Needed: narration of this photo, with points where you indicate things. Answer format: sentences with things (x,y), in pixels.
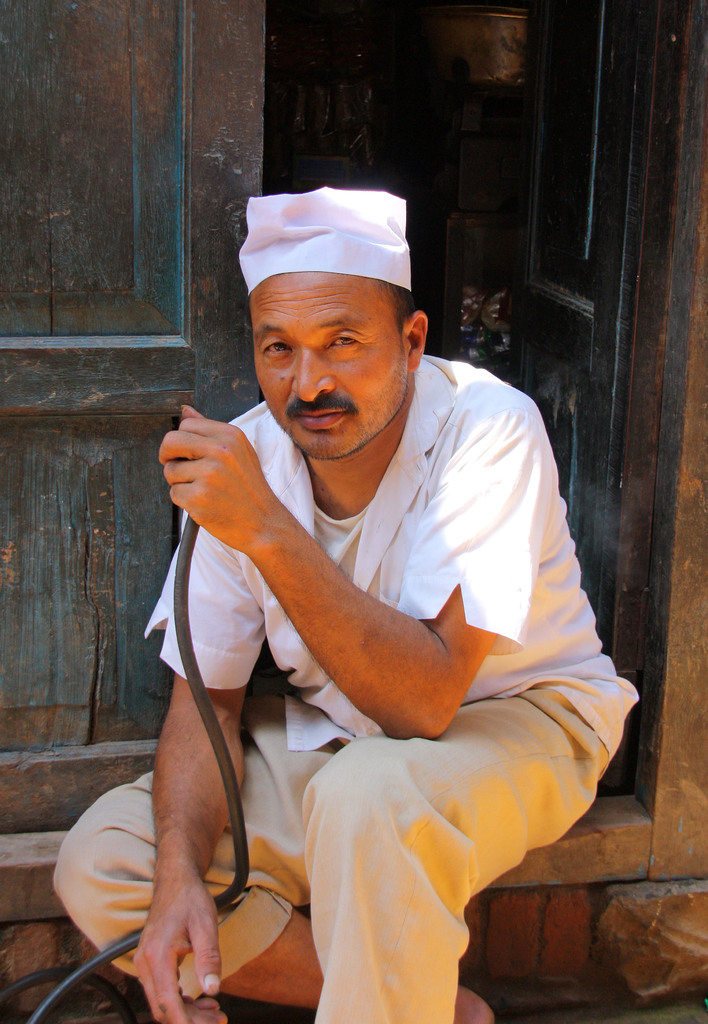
In this picture we can see a man (363,485) holding a hookah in his hand (185,463). The man (458,377) is sitting on the doorstep (591,834) and he is wearing a white shirt (415,431), white cap (290,258) and a cream pant (381,889).
